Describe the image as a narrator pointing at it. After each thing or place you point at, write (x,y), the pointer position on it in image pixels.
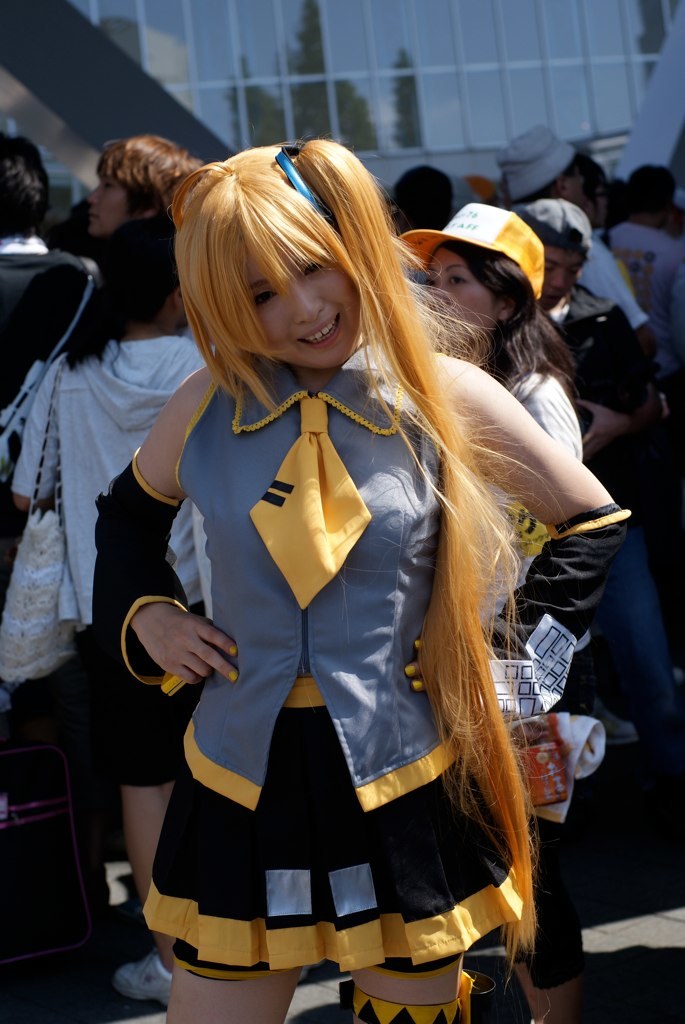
In the image in the center (396,624) we can see one woman (384,638) standing and she is smiling, which we can see on her face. In the background (234,16) there is a glass building (360,76) and few people (65,317) were standing.
